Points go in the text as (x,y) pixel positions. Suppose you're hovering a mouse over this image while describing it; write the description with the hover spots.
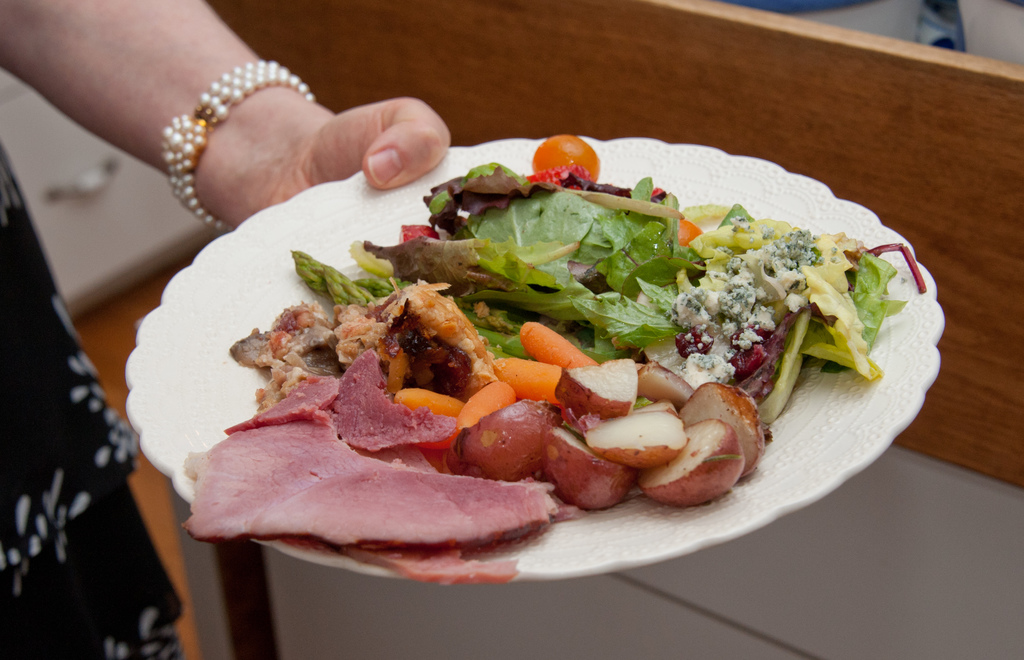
In this picture, we see a woman (36,391) in the black dress (41,399) is holding a plate (343,227) containing the vegetables (510,371) and meat (363,453). She is wearing the bracelet (214,107). Behind her, we see a white cupboard (96,179). In the background (781,103), we see a wooden wall (886,151). At the bottom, we see the floor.
